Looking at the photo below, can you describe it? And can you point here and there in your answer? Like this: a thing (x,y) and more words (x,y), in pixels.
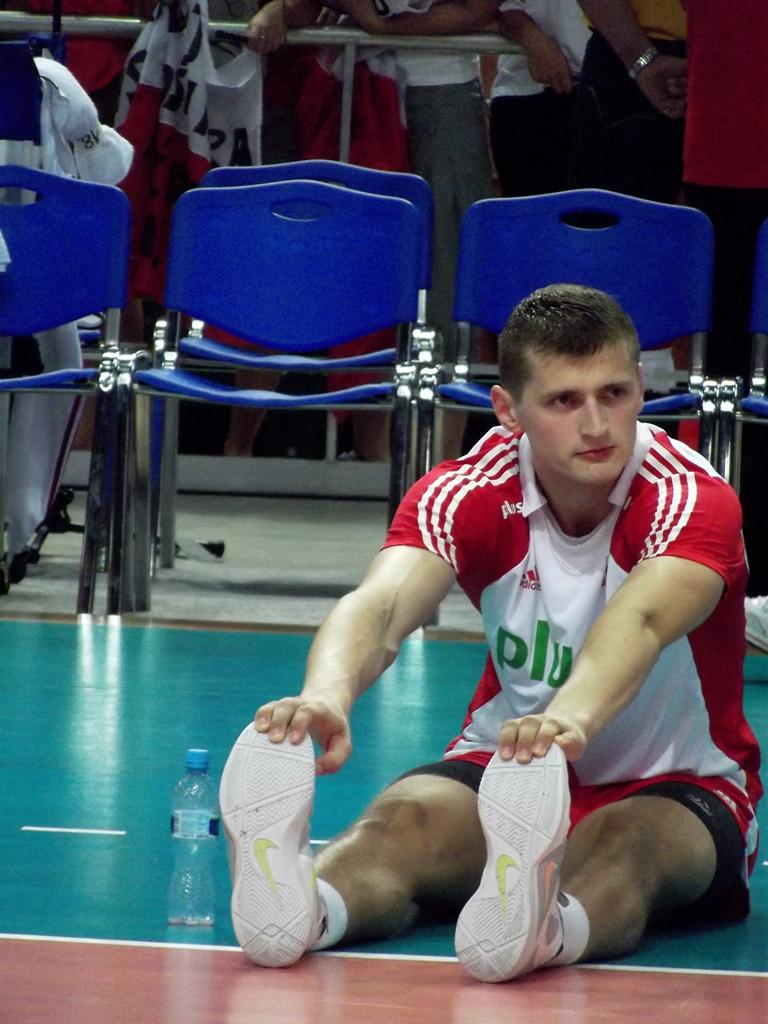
In this image I can see a person (526,631) wearing red, white and black colored dress (546,615) and white colored shoe (550,820) is sitting on the floor (229,976). I can see a water bottle (200,822) beside him. In the background (265,11) I can see few blue colored chairs (465,334), the railing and few persons (367,13) standing.
